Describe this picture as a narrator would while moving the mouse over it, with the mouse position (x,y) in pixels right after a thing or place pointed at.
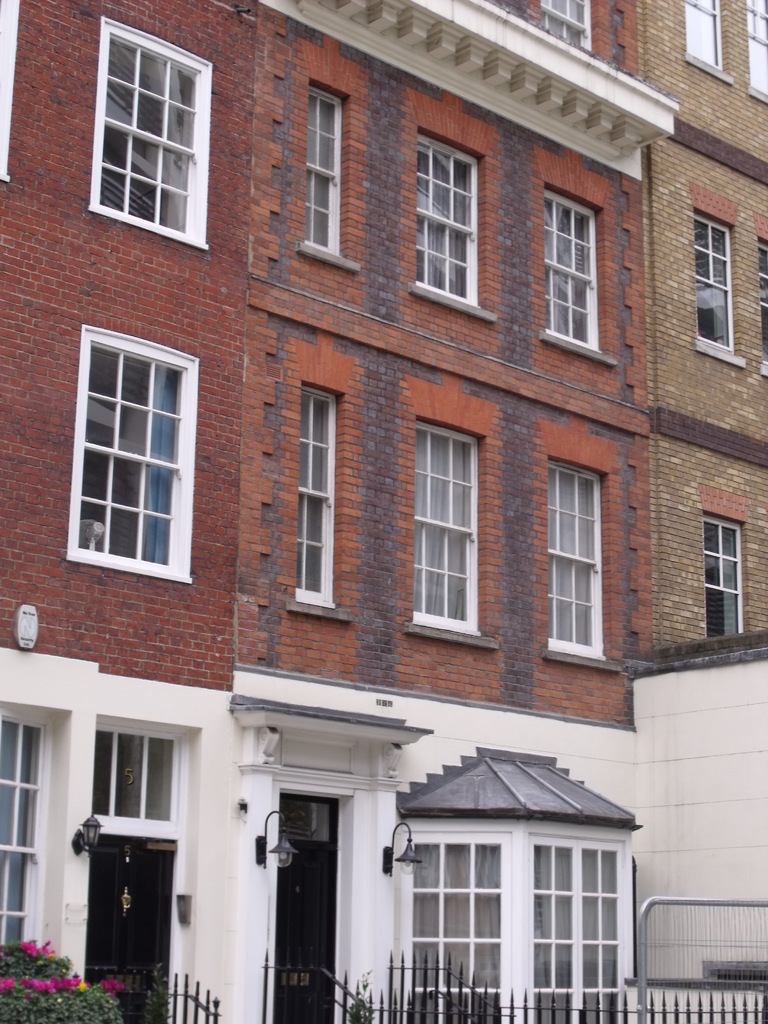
In this picture, we can see buildings (263,371) with windows (312,515) and in front of the building (408,982) there is a fence (346,1013) and plants (52,976).
